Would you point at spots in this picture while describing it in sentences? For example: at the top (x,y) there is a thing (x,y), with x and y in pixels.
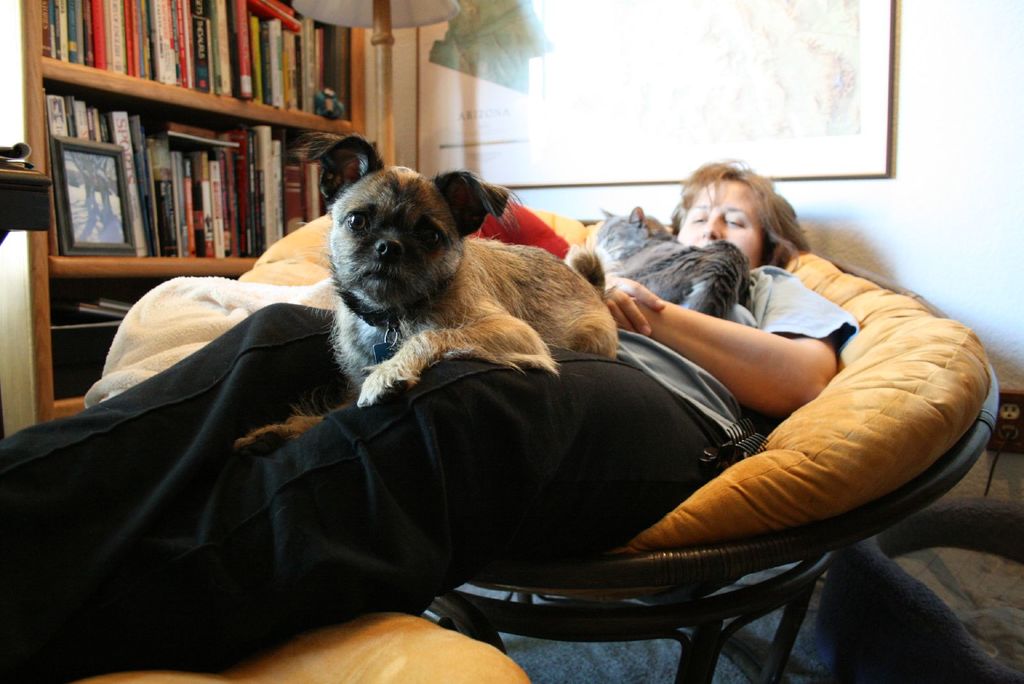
In this image we have a woman (667,436) who is laying on the chair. On the woman (523,387) we have a dog (437,279) and a cat (667,258) laying on the woman (638,337). Beside the woman (620,325) we have shelf (90,282) with books (162,149) on it. Behind the woman (686,204) we have a wall (981,181) with a wall photo (652,80) on it, we also have a lamp (381,97) beside the woman (12,657).
